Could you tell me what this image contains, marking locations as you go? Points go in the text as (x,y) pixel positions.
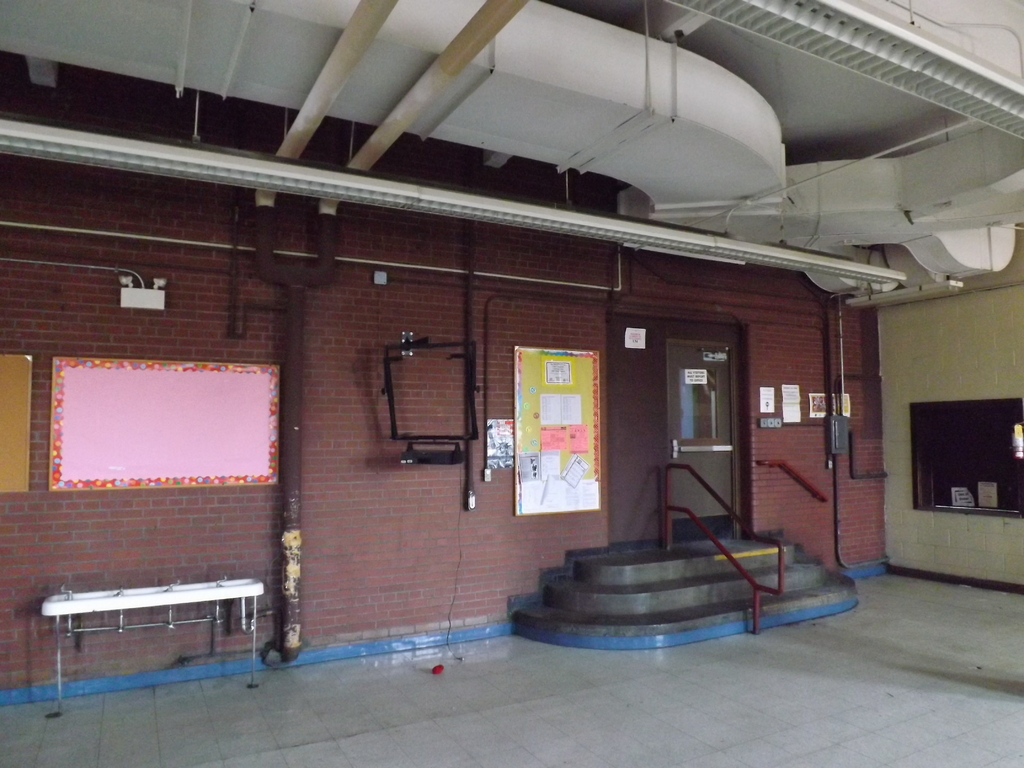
The picture is taken inside a building (854,554). On the wall (540,547) there are boards (78,414), few notices (505,438). This is the door (684,368). This is staircase (691,557). Here there are sinks (160,602).
